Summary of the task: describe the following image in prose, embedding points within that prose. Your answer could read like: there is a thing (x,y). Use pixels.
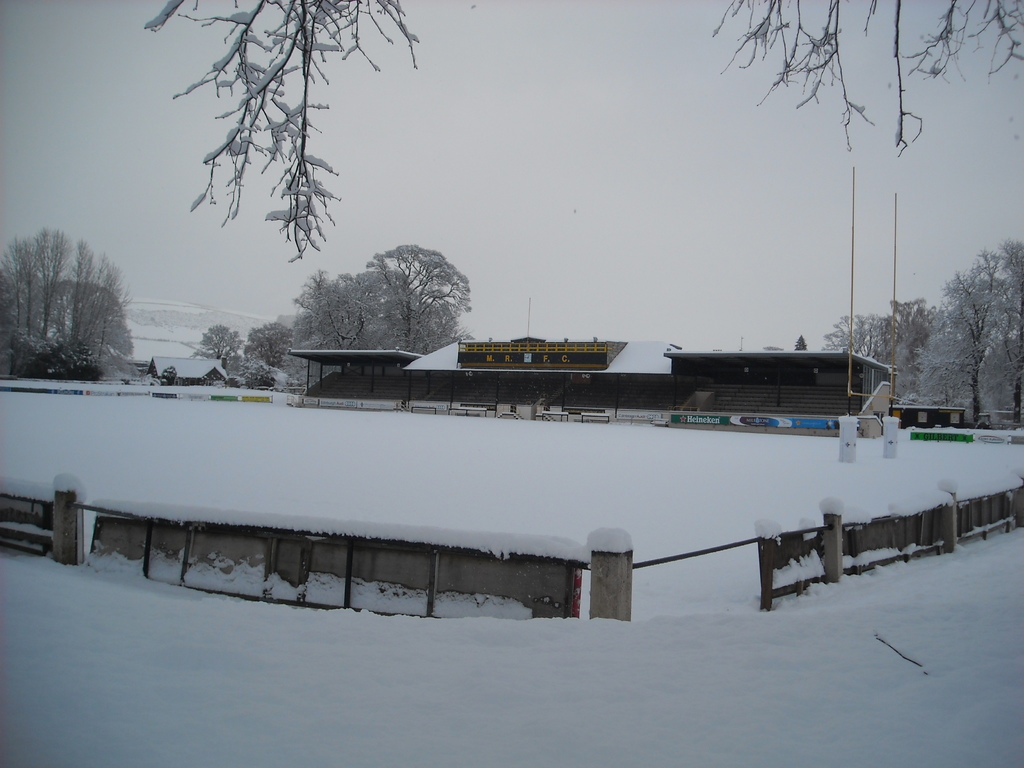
Here in this picture we can see the ground (445,514) is fully covered with snow (379,490) and in the front (252,542) we can see a wooden railing (741,542) present and in the far we can see sheds (457,386) and shelters (516,382) present and on the right side (852,388) we can see two poles (855,169) present on the ground (826,457) and in the far we can see house (203,372) present and we can see plants (74,346) and trees (313,302) that are covered with snow (151,314) and we can see the sky (554,298) is cloudy.
